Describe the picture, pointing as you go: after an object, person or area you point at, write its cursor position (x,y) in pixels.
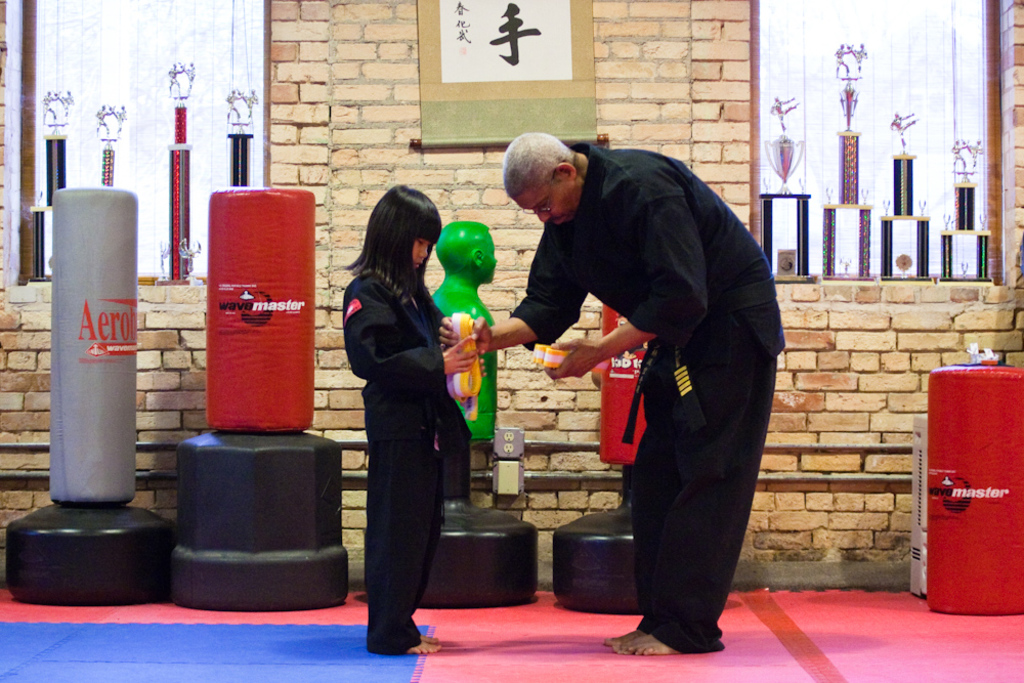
In the center of the image (521,328) we can see two persons (383,264) are standing and holding a belts (474,365) in their hands (462,362). In the background of the image (110,158) we can see trophies (109,156), wallboard (457,96) are present. At the bottom of the image (907,633) floor (863,652) is there.
